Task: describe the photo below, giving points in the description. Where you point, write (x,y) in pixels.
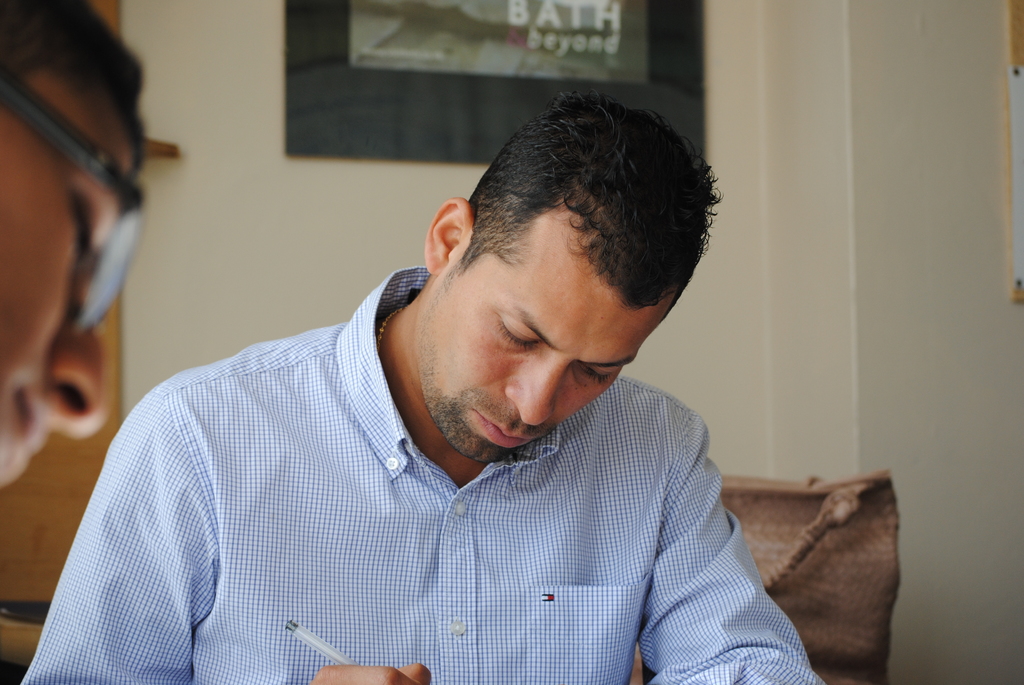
In this image there is a person (529,463) holding a pen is writing something, behind the person (404,377) there is a photo frame (372,85) on the wall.
